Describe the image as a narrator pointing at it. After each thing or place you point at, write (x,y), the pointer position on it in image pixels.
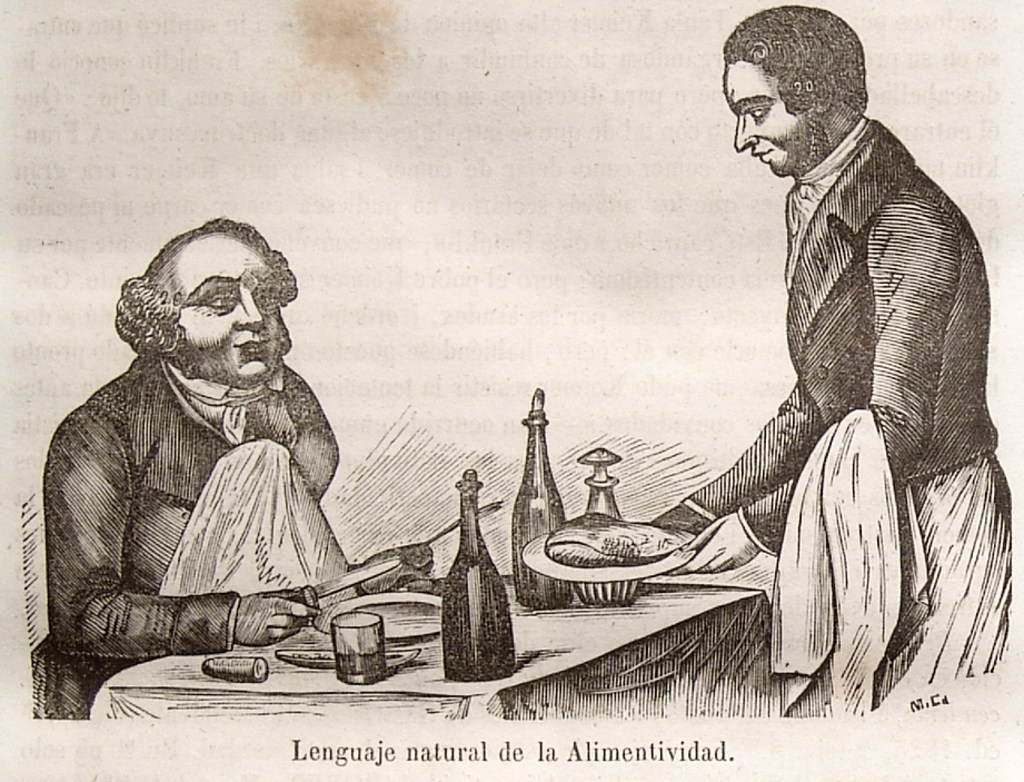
In this image there is a painting (631,363) of a person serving food (646,558) to another person (179,472) in front of him. On the table (306,645) there are bottles (533,580), glasses (367,625), plates (567,568), knives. At the bottom of the image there is some text (296,750) written.
